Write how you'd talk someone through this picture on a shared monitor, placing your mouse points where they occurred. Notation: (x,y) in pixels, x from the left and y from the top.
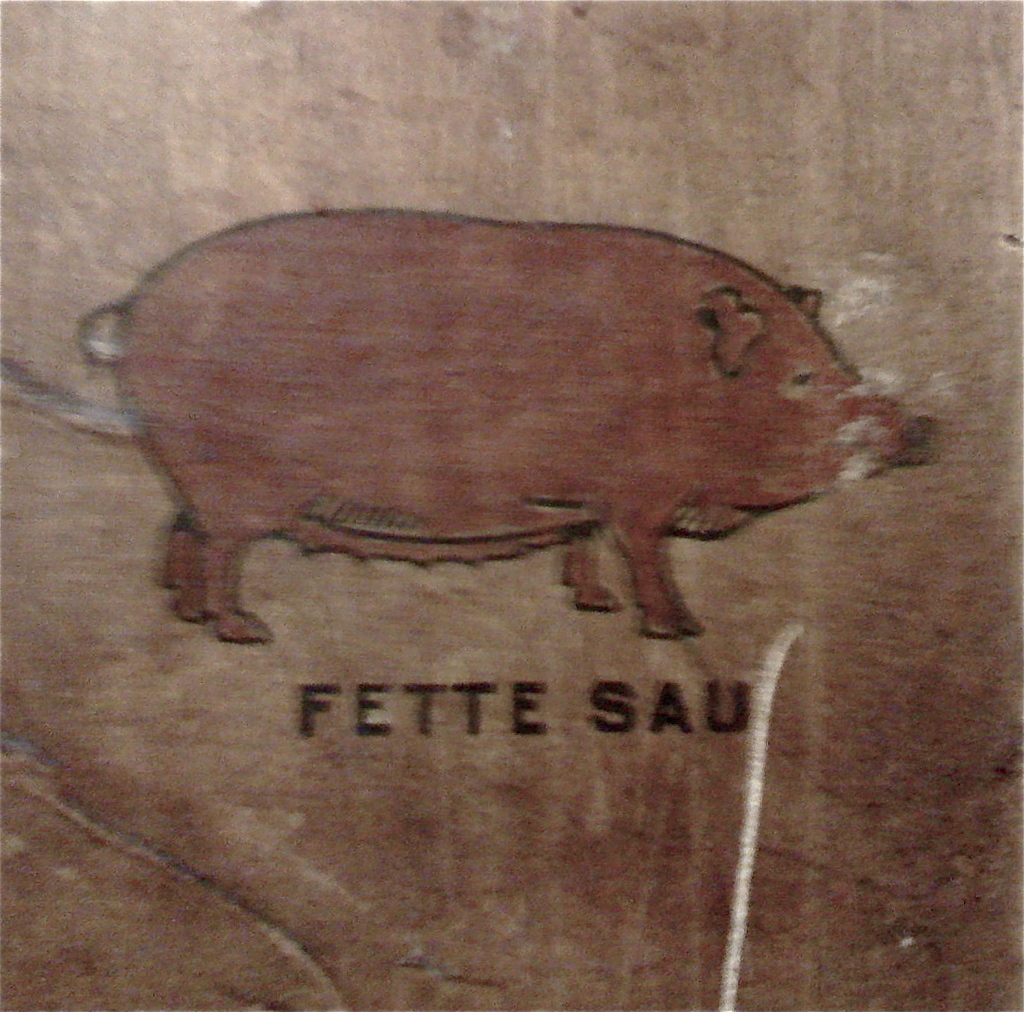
Here we can see drawing (524,547) of a pig (448,493) on a platform (930,661).
